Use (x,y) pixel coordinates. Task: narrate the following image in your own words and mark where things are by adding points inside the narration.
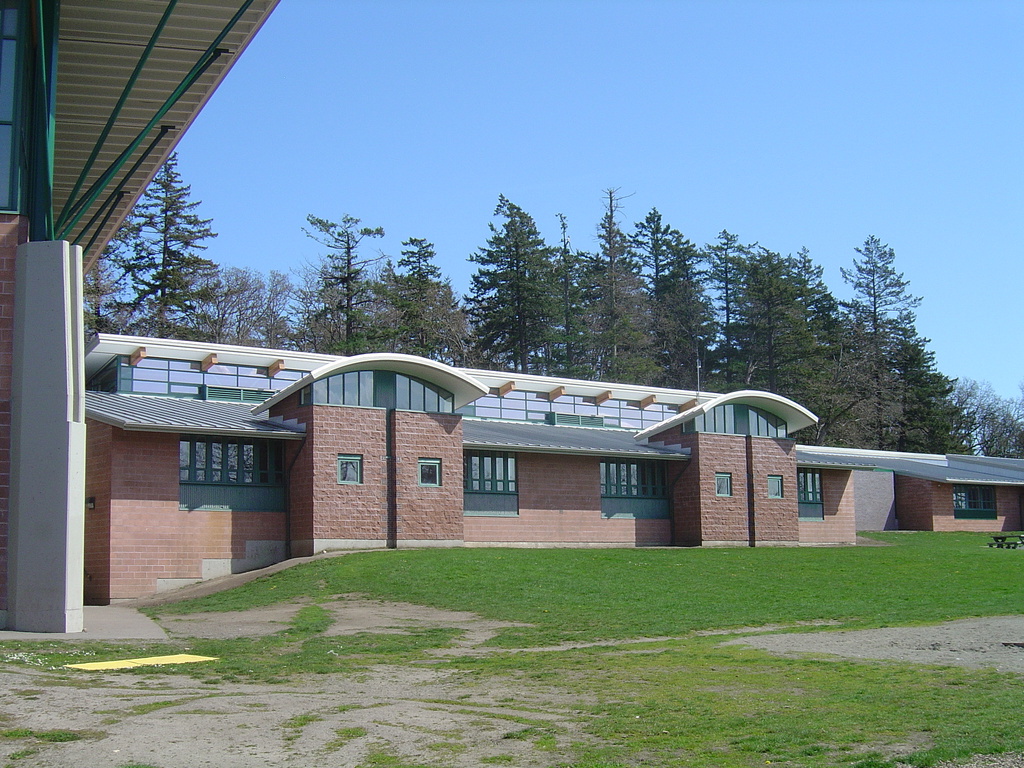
In the center of the image (541,494) there is a building (520,452). At the bottom of the image (464,599) there is grass (550,597). In the background (886,346) we can see trees (541,297) and sky (502,88).
